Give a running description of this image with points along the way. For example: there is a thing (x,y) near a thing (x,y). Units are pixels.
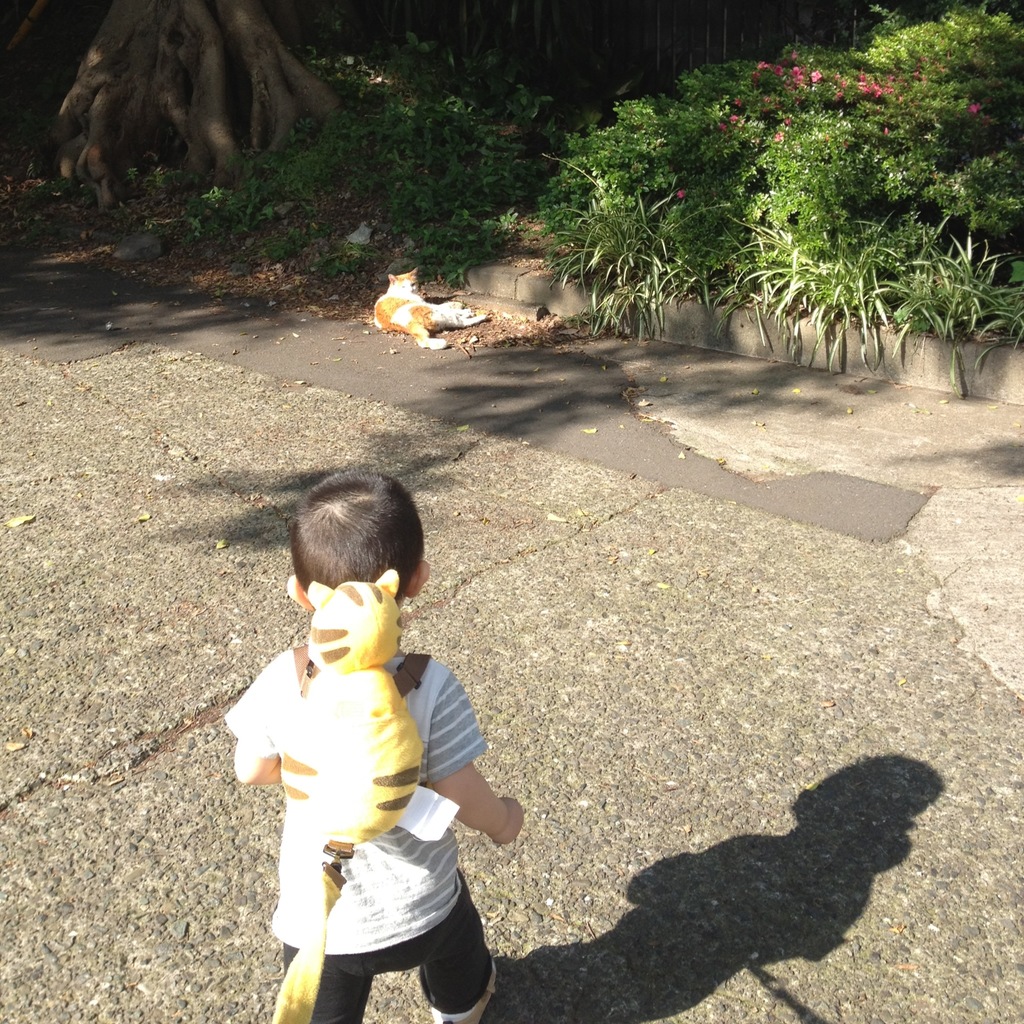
In this picture there is a small boy (380,921) wearing yellow color backpack (371,723) is running towards the cat (387,320) sitting in the plants (455,238). Behind there are some trees (1008,91) and a big tree trunk (152,97).
